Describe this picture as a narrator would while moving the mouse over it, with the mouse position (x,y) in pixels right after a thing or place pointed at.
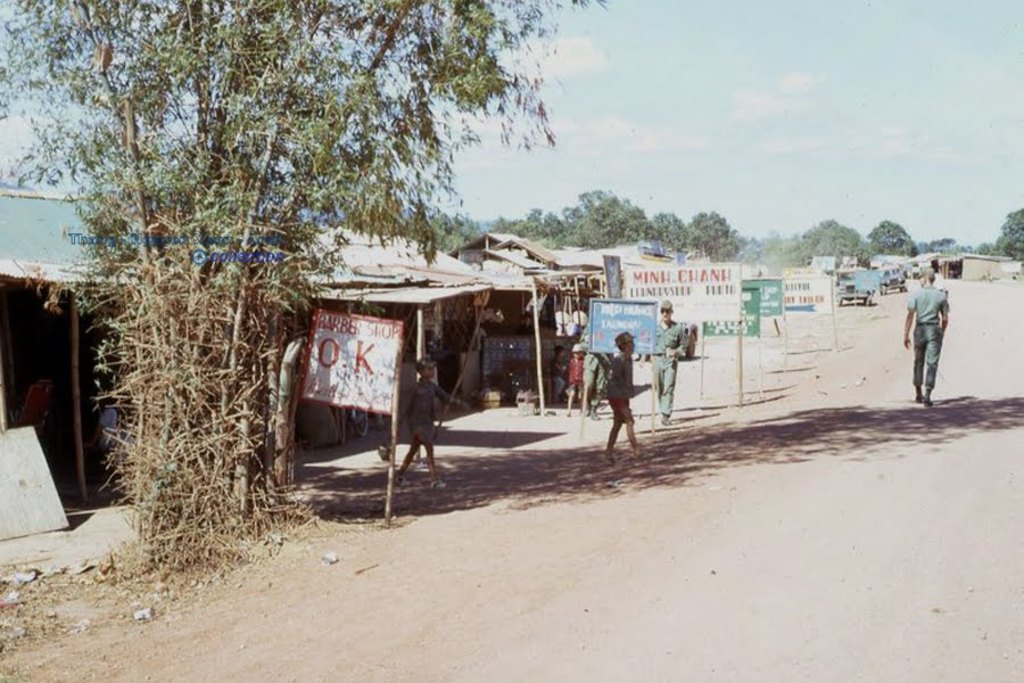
In this picture we can see few houses (913,261), trees (287,218) and vehicles (842,297), and also we can see group of people (410,415) and vehicles (895,273), in the background (781,136) we can find clouds (781,136).
